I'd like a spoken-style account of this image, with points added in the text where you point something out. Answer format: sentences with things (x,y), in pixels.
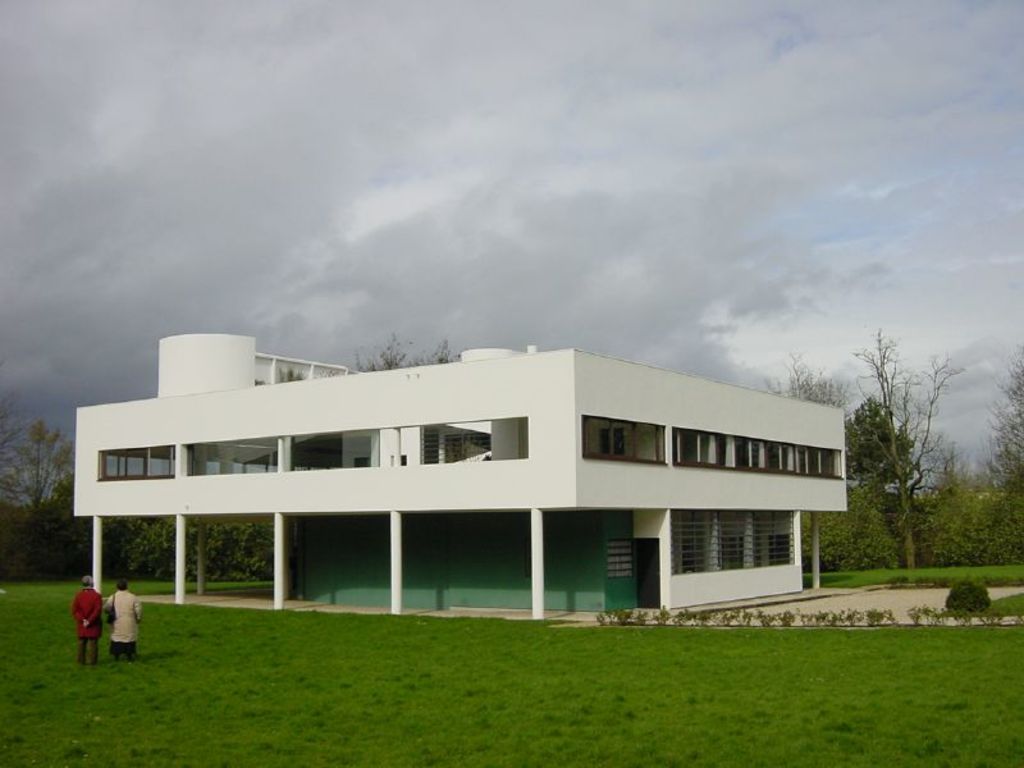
In the center of the image (681,496) we can see building (498,514), pillars (539,546), wall (594,564), door (646,566), windows (608,449). In the background of the image (876,390) we can see trees (822,536), bushes (872,551). On the left side of the image (95,601) two persons (133,641) are standing. At the bottom of the image (619,691) a ground (645,718) is there. At the top of the image (492,133) clouds (441,220) are present in the sky (364,338).
